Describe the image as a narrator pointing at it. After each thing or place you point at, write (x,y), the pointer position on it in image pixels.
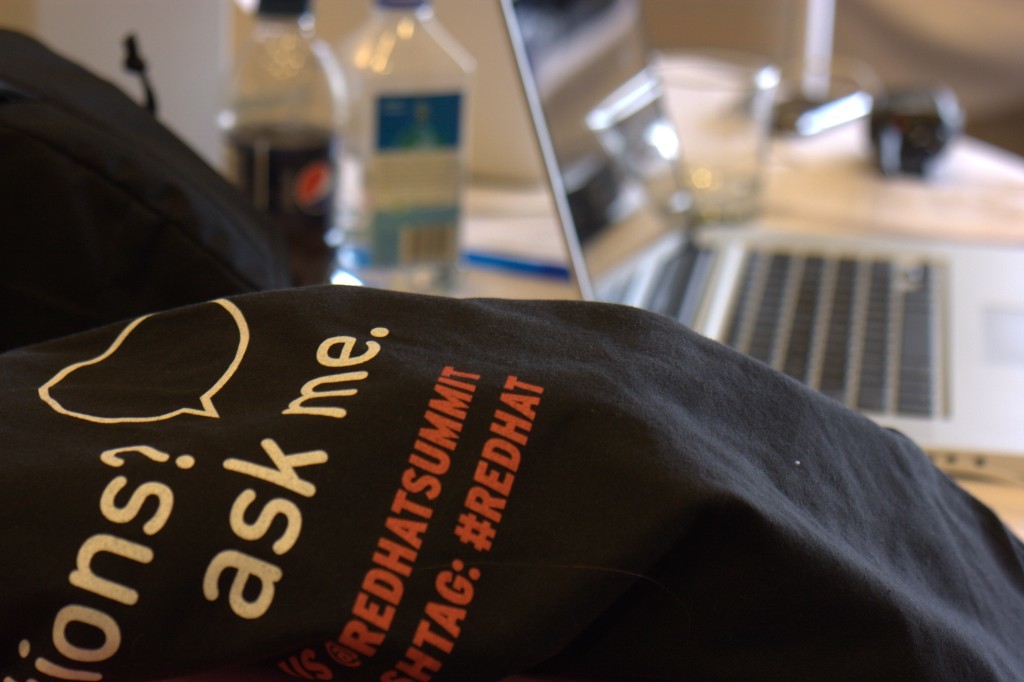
In this image i can see a laptop (752,246), two bottles (471,130) on a table (505,194).
